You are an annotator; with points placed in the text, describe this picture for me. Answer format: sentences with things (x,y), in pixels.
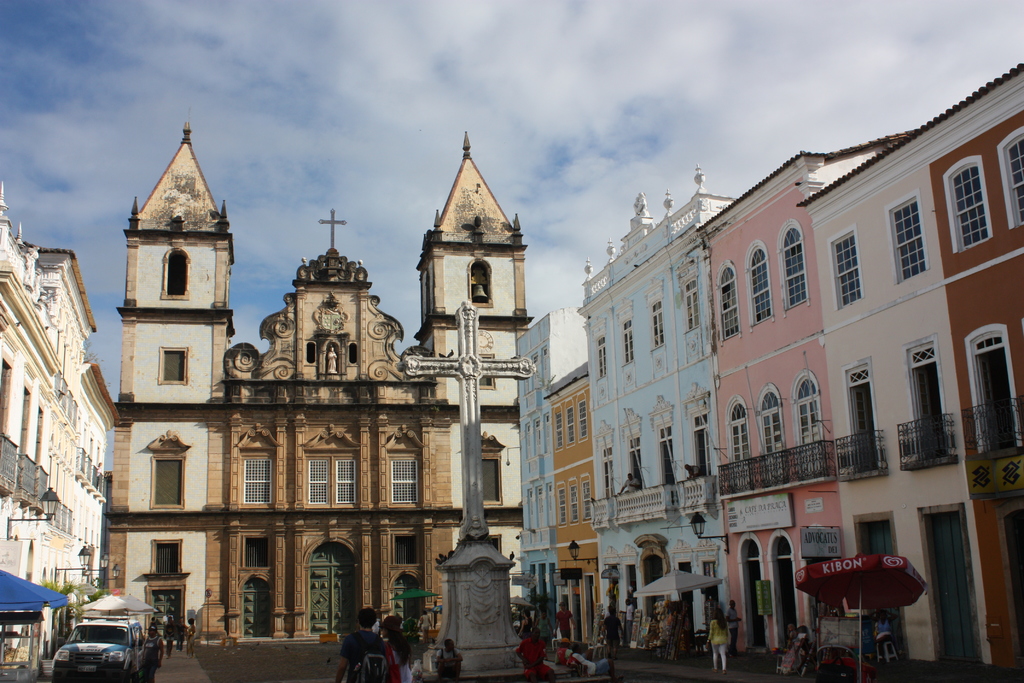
In this image I can see few buildings (654,403), the ground (251,657), few vehicles (117,677) on the ground (206,655), few persons (372,639) standing, few umbrellas (19,594) which are blue, red and white in color, a white colored pole (477,624) and in the background (408,124) I can see the sky (436,116).
